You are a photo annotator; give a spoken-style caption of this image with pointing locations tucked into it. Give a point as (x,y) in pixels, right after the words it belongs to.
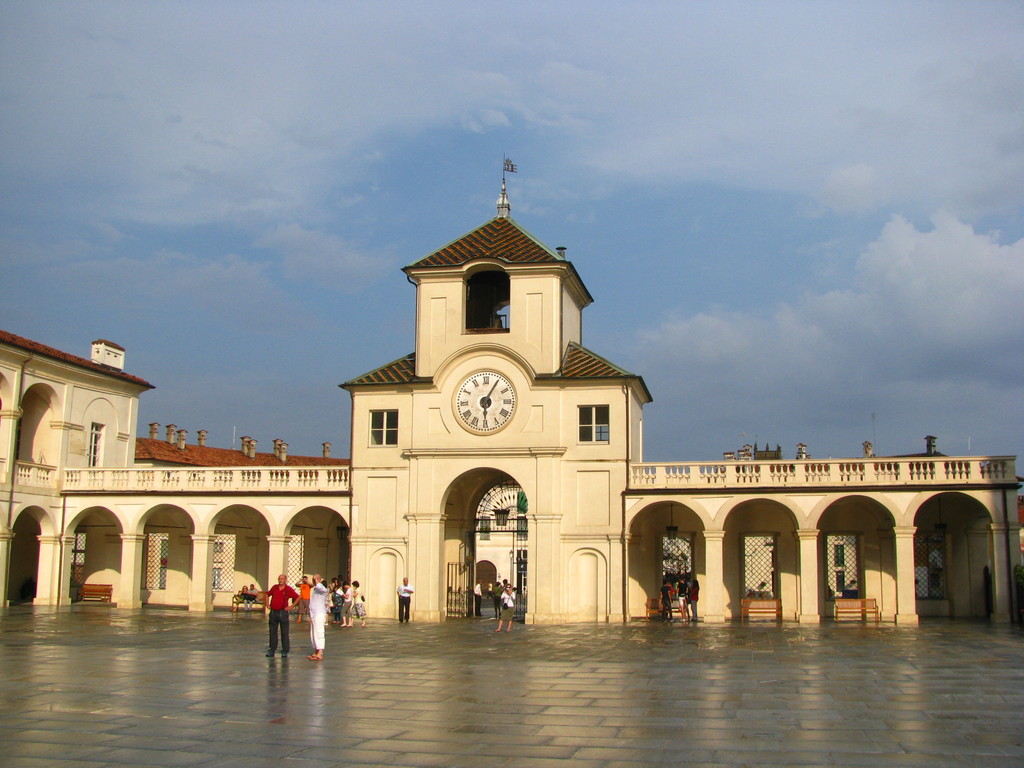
In this image we can see a building (484,502), people (499,579), chairs (838,609) and other objects (760,543). At the bottom of the image (551,693) there is the floor (451,693). At the top of the image (475,135) there is the sky (553,217).
